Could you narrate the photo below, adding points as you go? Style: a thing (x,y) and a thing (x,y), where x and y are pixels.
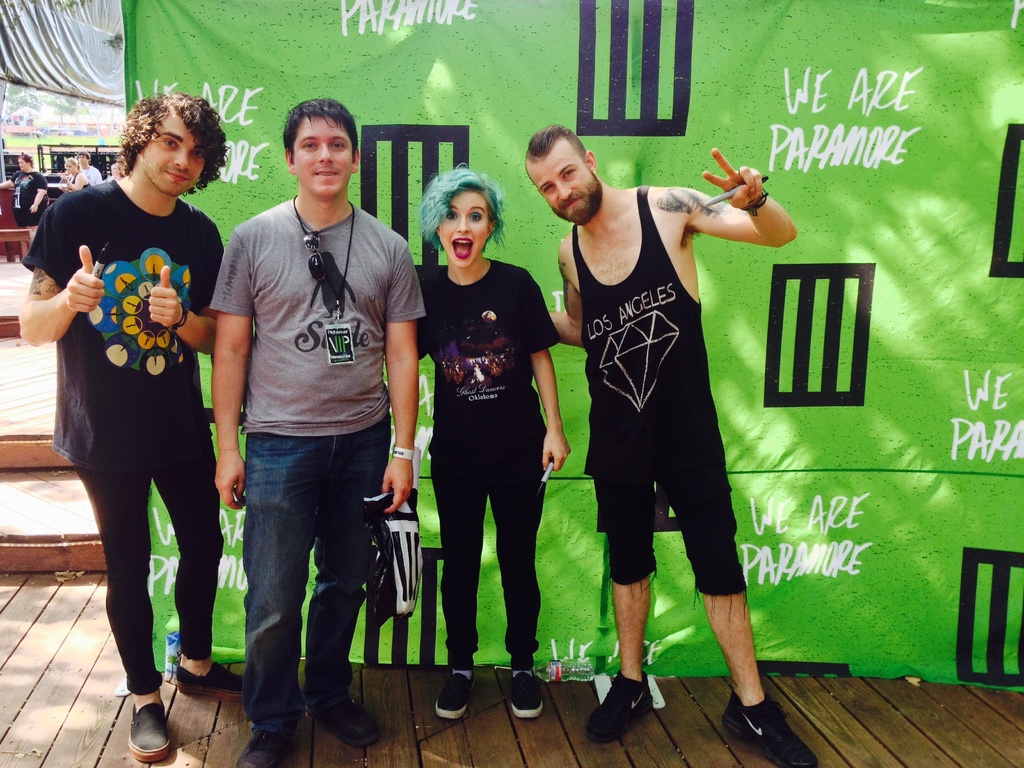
In the center of the image (522,392) we can see group of persons (400,388) standing on the floor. In the background (603,123) there is a curtain (174,76), group of persons (33,176) and stairs (31,438).
